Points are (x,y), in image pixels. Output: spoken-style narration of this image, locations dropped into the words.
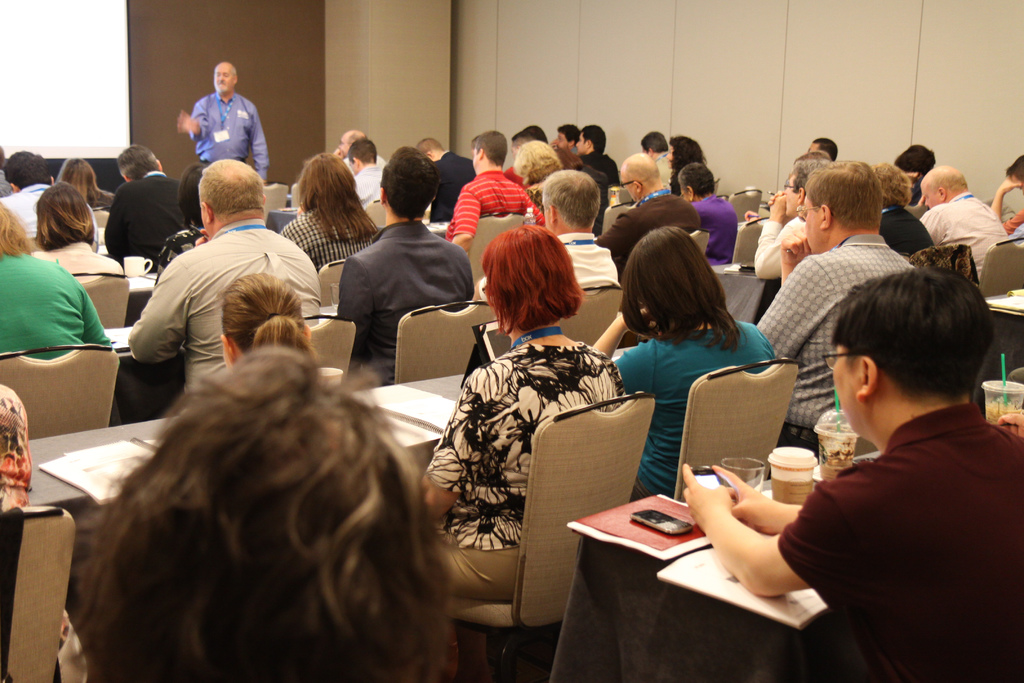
There is a group of people (362,344). They all are sitting in a classroom (649,276). The left side of the person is standing. His explain something. Everyone is listening to him. The corner right side (805,518) person (793,513) is holding a mobile (714,471). We can see in the background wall (436,113), projector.
